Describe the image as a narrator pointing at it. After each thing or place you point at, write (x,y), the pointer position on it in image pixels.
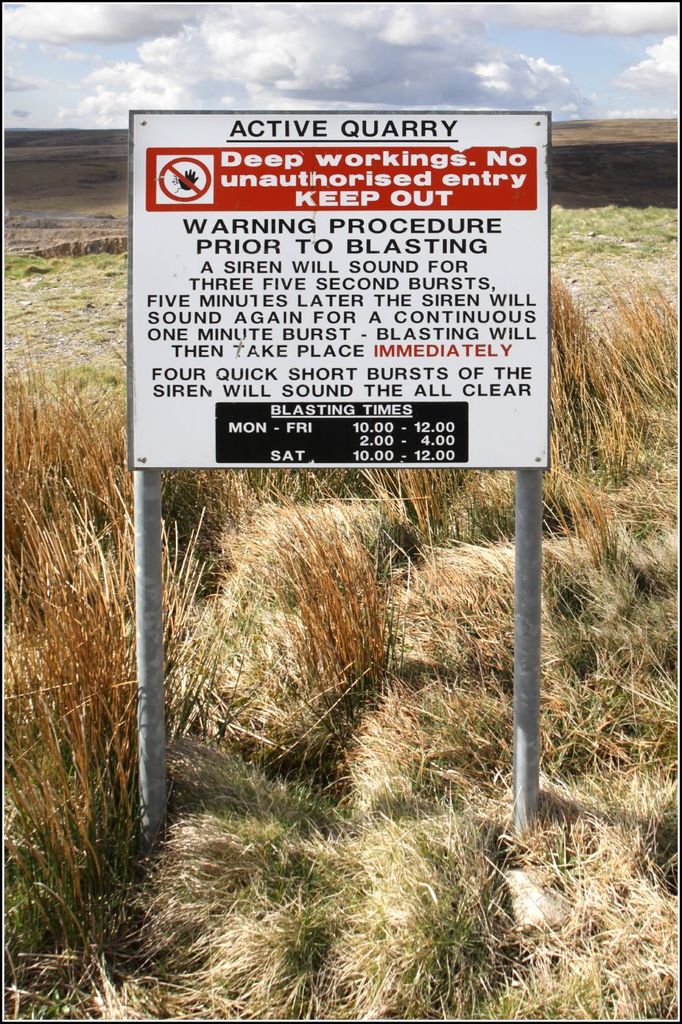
In this image we can see a board (241,395) with poles (536,691). On the board (352,368) there is some text (239,301). On the ground (342,688) there is grass (439,527). In the background (432,50) there is sky (401,70) with clouds (491,76).
